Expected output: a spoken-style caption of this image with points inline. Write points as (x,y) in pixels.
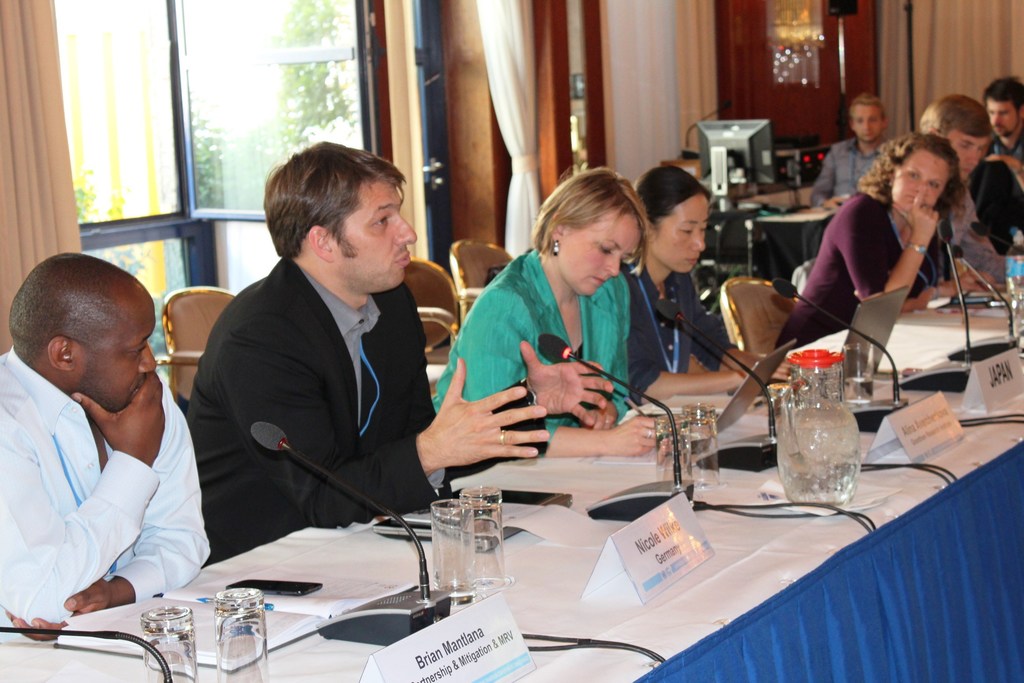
A group of people (303,316) are sitting in chairs (729,294) at a table (381,539). There are mics (737,449), water glasses (231,625) and jug (792,385) on the table (732,486). A man (584,366) is speaking to them and the remaining (193,519) are listening to him. There are few men (858,123) behind. There are windows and curtains (34,137) in the background (22,141).
